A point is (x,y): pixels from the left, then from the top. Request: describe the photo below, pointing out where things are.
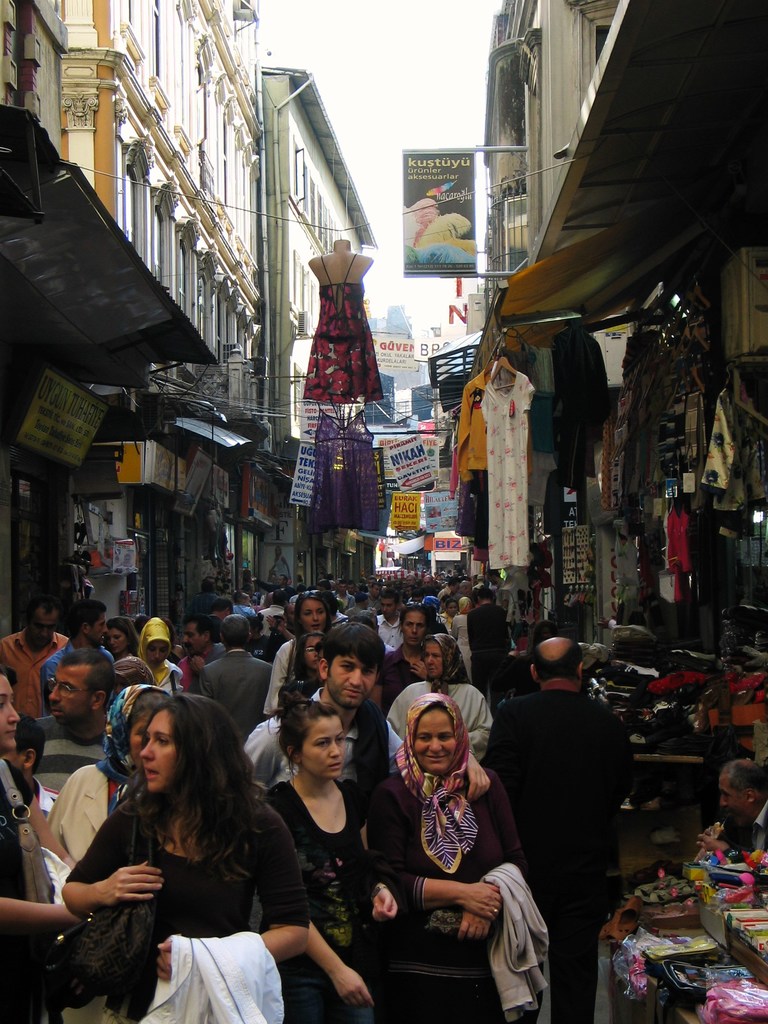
In this picture there are buildings (313,217) and there are boards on the buildings (99,282) and there are clothes (707,476) hanging on the ropes (308,226). There are objects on the tables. At the top (368,279) there is sky (393,31). At the bottom (606,995) there is a road (607,1018).
